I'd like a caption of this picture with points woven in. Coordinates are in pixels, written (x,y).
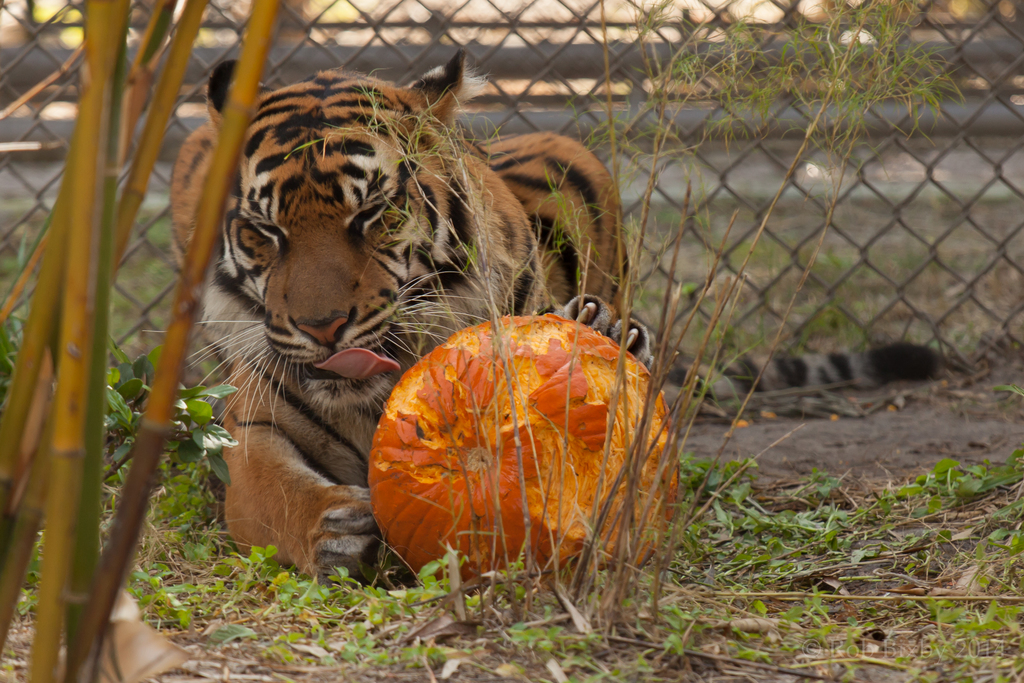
In this image we can see a tiger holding a pumpkin (401,408), there are some plants (209,489), poles (572,61) and fence (626,80).
